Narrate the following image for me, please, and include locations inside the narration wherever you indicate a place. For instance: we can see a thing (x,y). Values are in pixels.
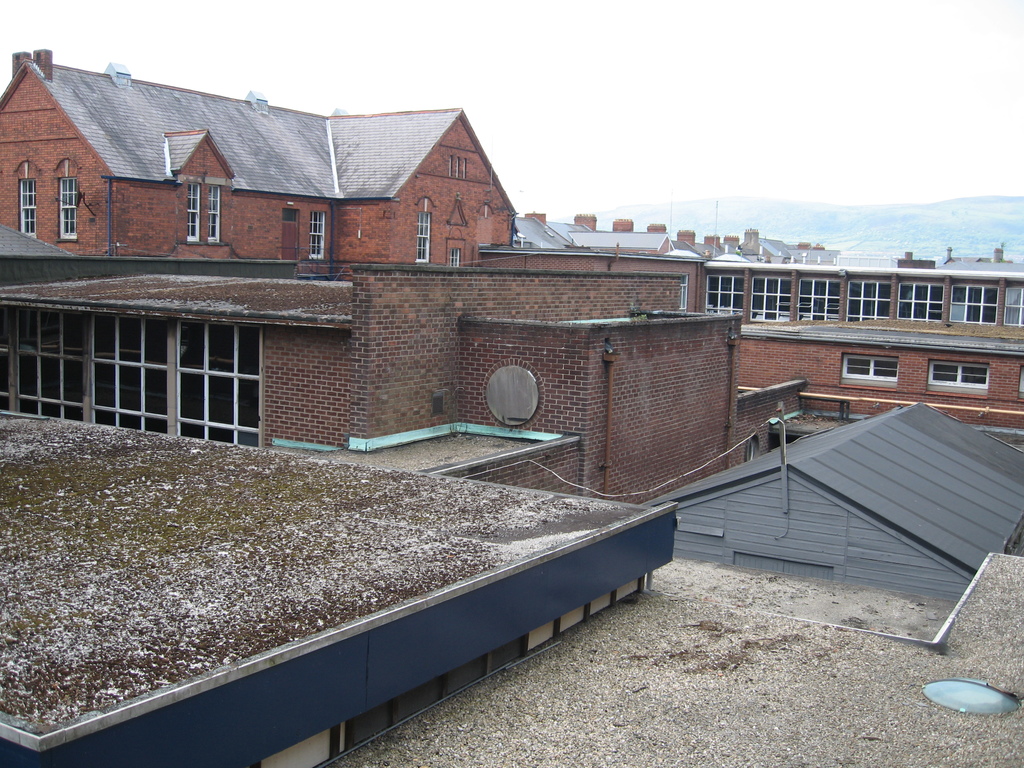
In this image we can see the buildings (534,319). And we can see the windows (864,295). And we can see the hill (929,225) and the sky (526,115).
